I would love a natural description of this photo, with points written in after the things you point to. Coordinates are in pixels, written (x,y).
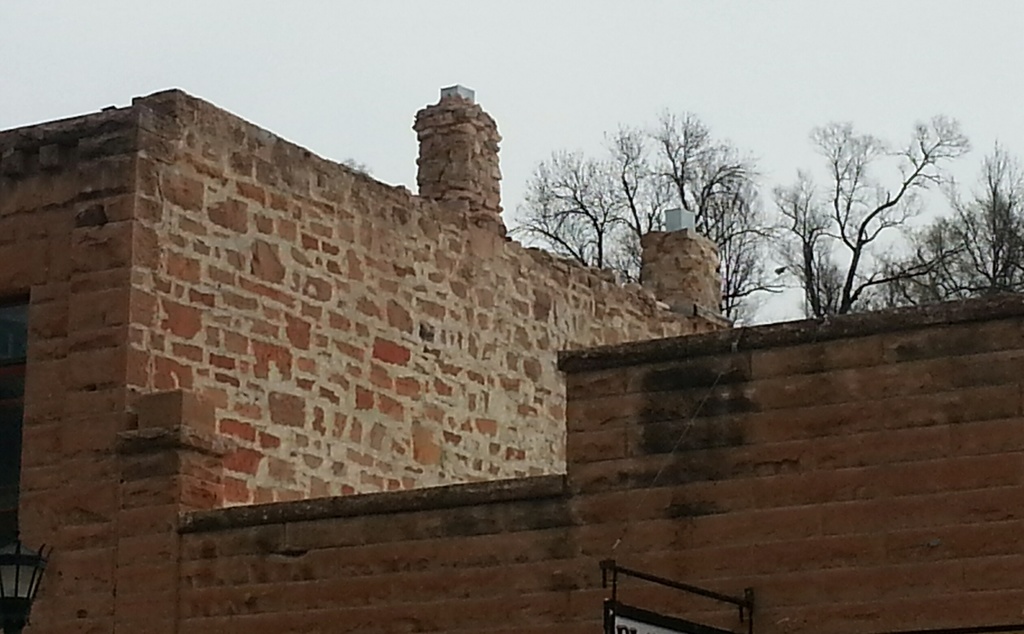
In this image I can see the wall (755,345) and I can see the sky (579,50) and tree (745,208) at the top (727,86) and a light (15,569) visible at in the bottom left (20,576).
